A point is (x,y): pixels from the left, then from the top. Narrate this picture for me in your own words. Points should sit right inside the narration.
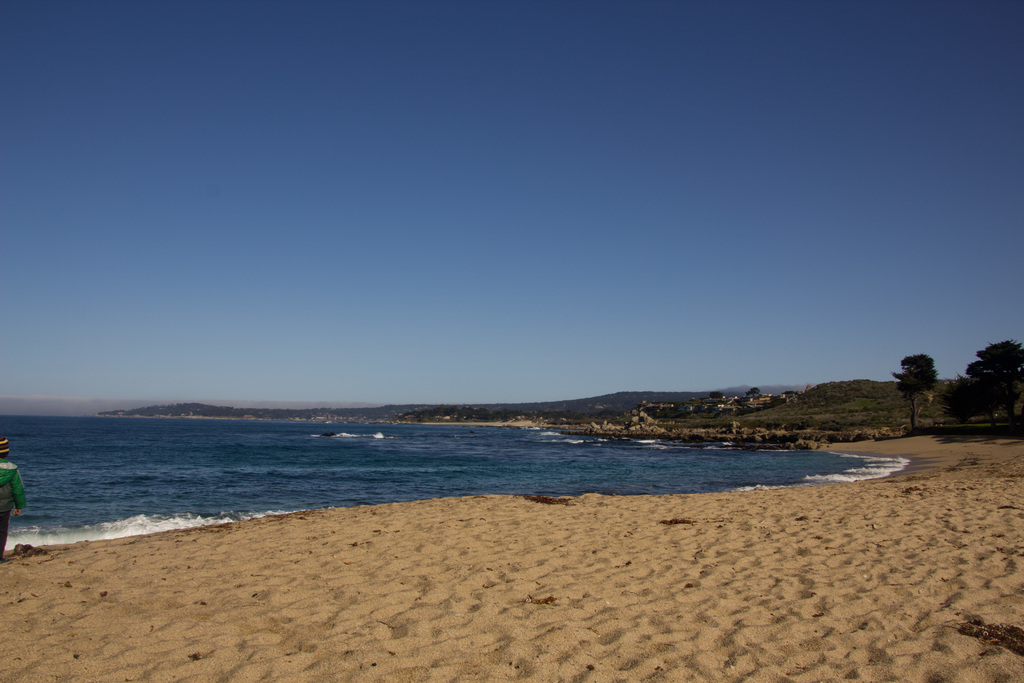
In this image we can see a person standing on the seashore (550,624). We can also see a large water body (364,496), some trees (999,413), the hills (942,382) and the sky (681,290) which looks clear.
